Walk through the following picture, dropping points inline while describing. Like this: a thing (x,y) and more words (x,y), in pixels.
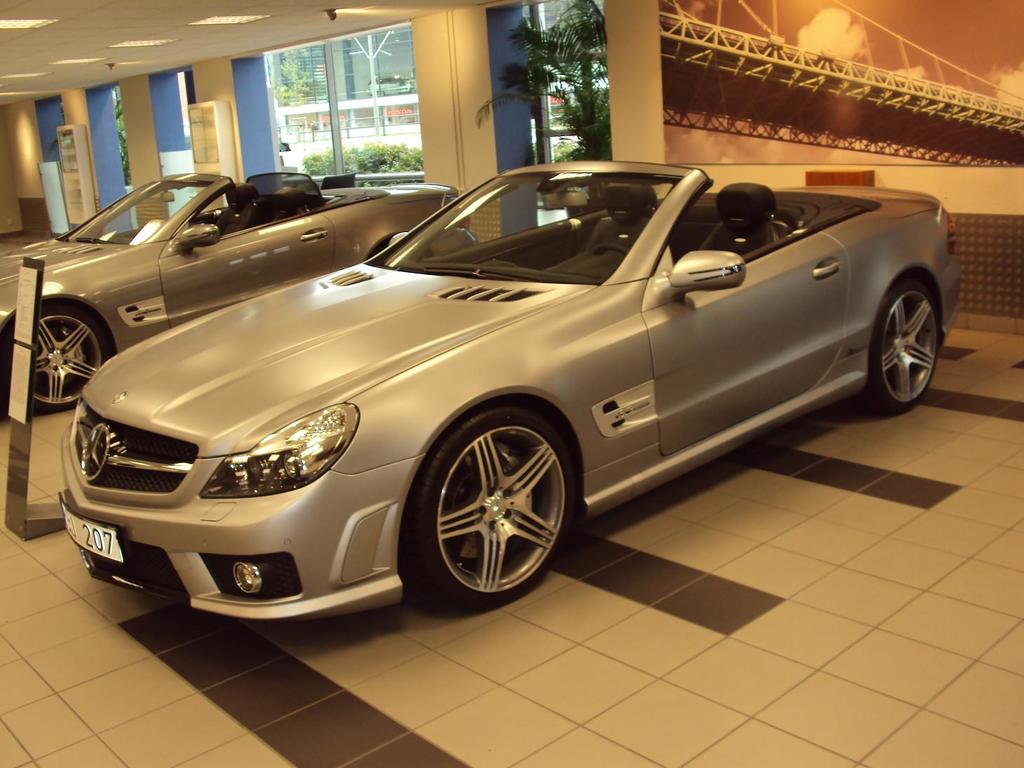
In this picture we can see two cars (567,406), behind to the cars (781,275) we can find a poster (793,94) on the wall (946,188), in the background (543,110) we can find few lights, poles (432,48), trees (545,75) and metal rods (823,64).
